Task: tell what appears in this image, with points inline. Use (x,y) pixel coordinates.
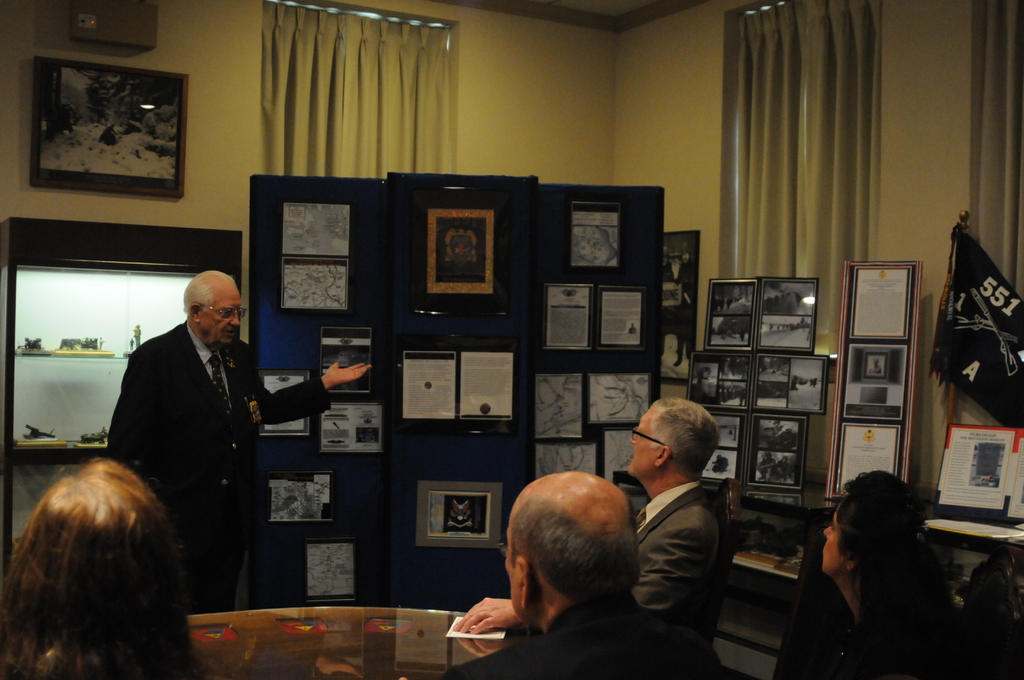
There are few people (691,569) sitting. In front of them there is a table (297,640). In the back (189,442) there is a person (194,355) standing and wearing specs (220,310). Also there is a board (394,237) with photo frames (377,445). Also there are stands (833,469). On that there are frames (968,461). Also there is a flag (950,369) with a pole (951,400). On the left side (62,313) there is a cupboard (63,407) with lights (109,307). Inside that there are many items (91,340). In the background (370,125) there is a wall (582,115) with curtains (443,121). On the wall (3,133) there is a photo frame (111,144).
